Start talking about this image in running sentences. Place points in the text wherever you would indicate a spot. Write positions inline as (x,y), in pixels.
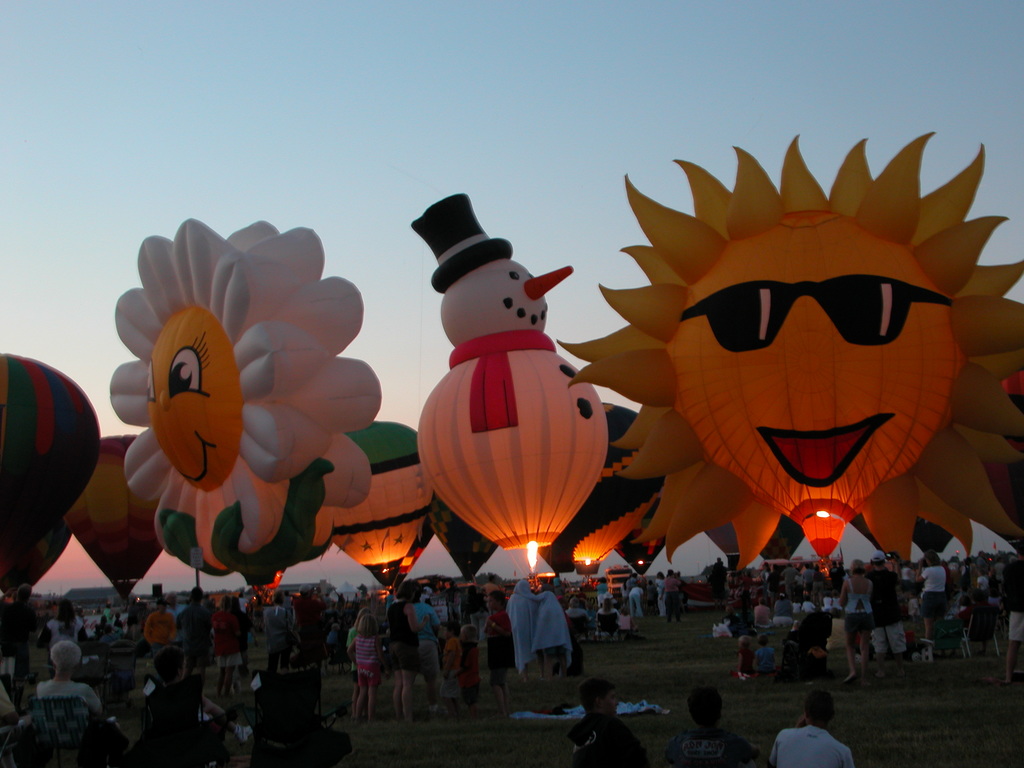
This image consists of hot air balloons (355,457). At the bottom (1014,606), there are many people (71,666) standing on the ground (988,721). At the top (450,71), there is sky (183,24). And we can see the fire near the hot air balloons (150,465).
